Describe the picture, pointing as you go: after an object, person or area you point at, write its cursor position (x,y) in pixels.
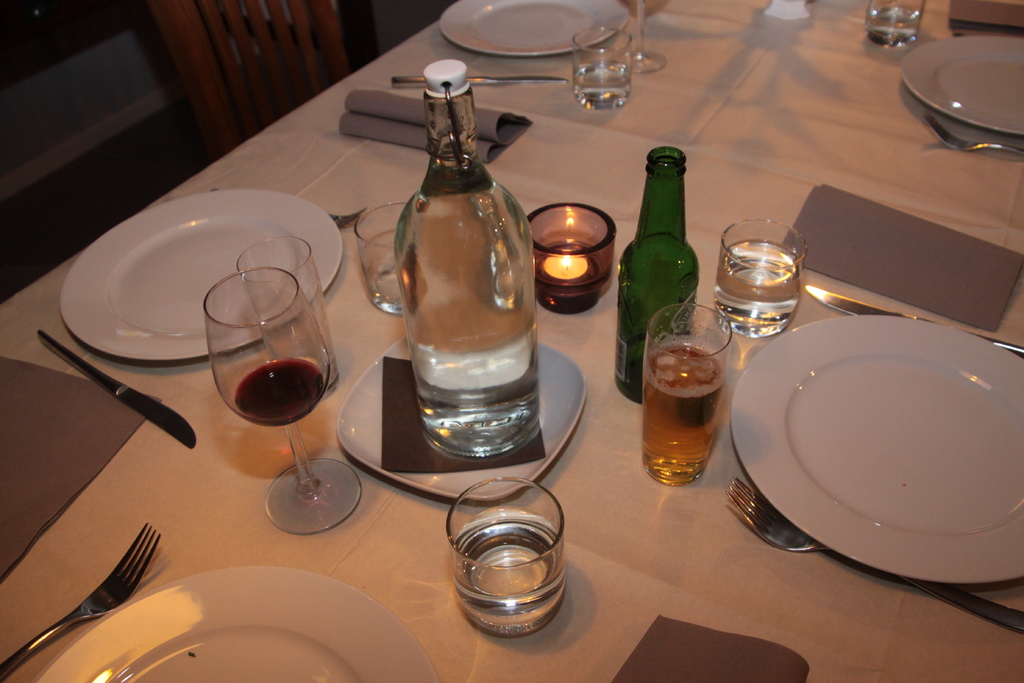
On the table (342,391) there are six plates (927,472), bottles (476,338) and glass (708,385). This glass (585,275) contains a candle (577,267). There is a forks (761,516) and knives (153,401). Here it's a chair (285,60).
